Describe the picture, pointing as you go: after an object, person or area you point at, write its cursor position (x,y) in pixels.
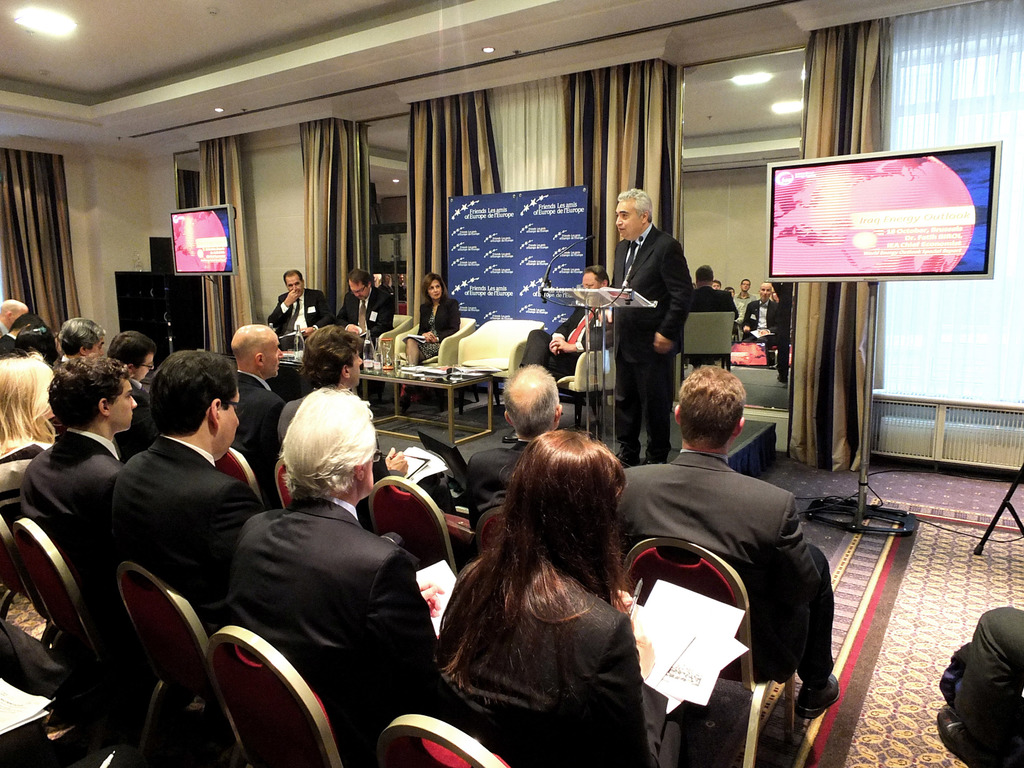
In this image on the left side (173,532) I can see some people (398,568) sitting on the chairs (259,644). I can see a man (652,273) standing near the mike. At the top (70,28) I can see the light (55,30).
